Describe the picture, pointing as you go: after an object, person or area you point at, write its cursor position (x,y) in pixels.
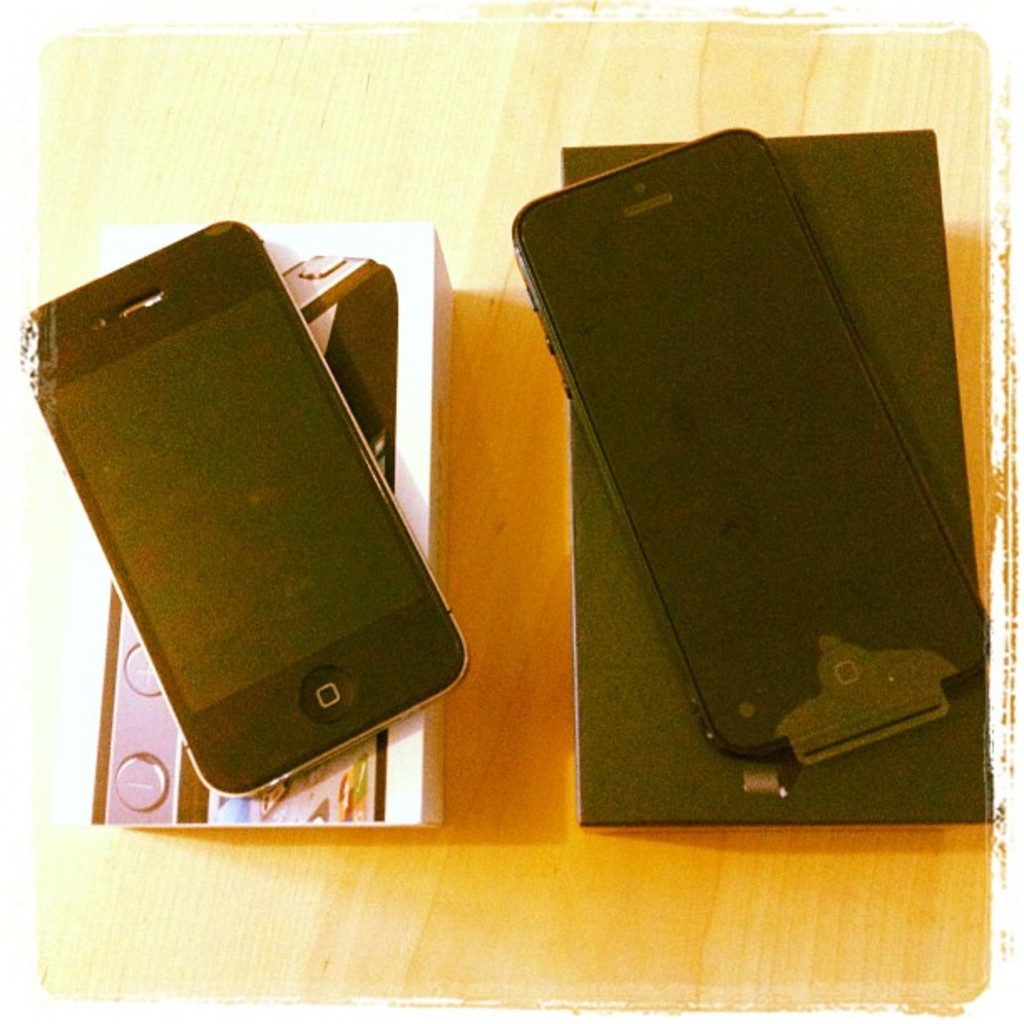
In this image there are mobile phones (290,377) on the boxes (414,351).
